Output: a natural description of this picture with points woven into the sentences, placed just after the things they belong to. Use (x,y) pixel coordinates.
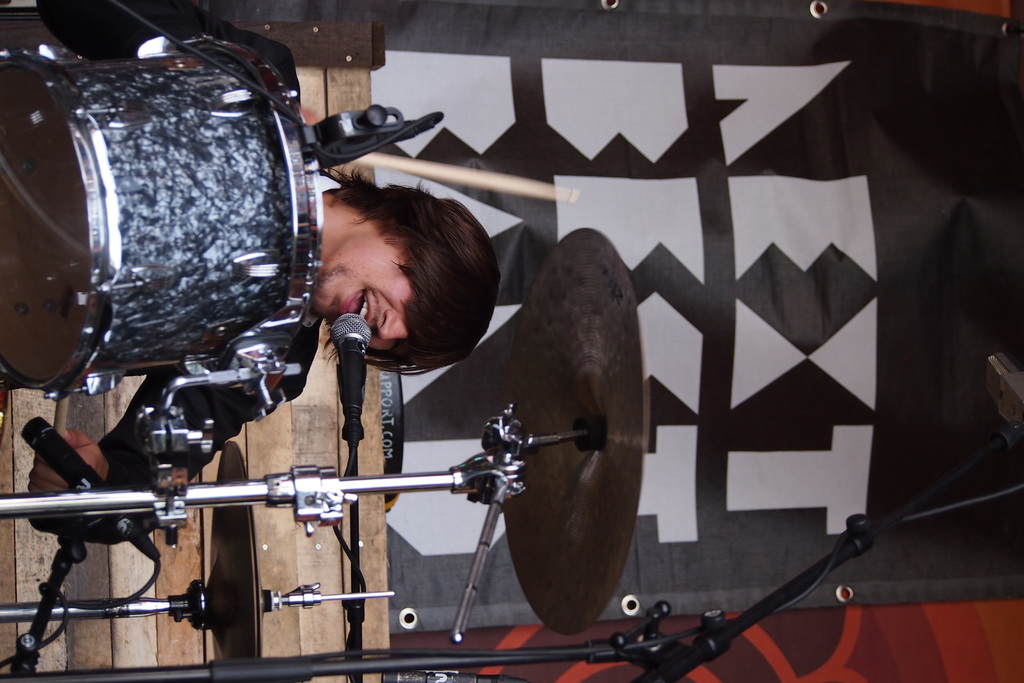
In the picture I can see a man (435,323) singing on a microphone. I can see the snare drum musical instrument (172,338) on the left side (211,140). I can see the black color banner (838,298) on the right side (952,375).
